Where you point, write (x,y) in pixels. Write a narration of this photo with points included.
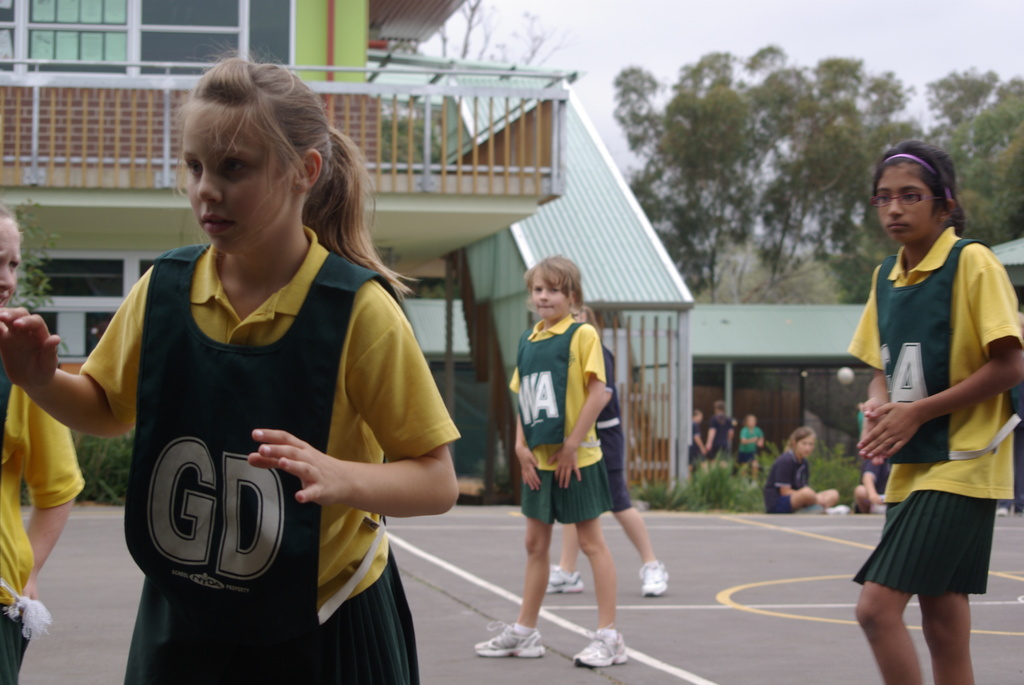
In this image we can see few people (594,433) on the ground (498,566), there is a building (400,260), few plants (89,477), trees (708,171) and the sky (816,44) in the background (792,34).
